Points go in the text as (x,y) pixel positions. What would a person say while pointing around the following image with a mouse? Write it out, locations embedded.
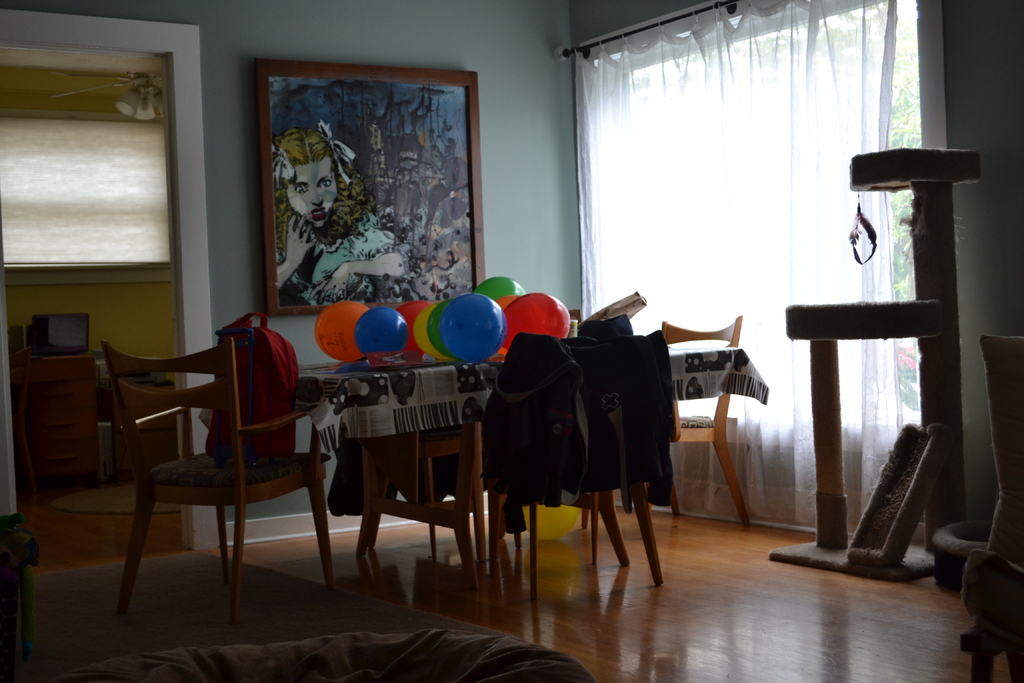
The picture is taken inside a room (401,593). On the dining table (395,372) there are many balloons (421,318). There are few chairs (241,434) around the table (351,431). On the chairs (235,416) there is bag (281,346), clothes (569,430). On the wall (307,425) there is a portrait (420,196). There is a window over here with a white curtain (749,238). There is a way (63,401) to another room (68,317).
